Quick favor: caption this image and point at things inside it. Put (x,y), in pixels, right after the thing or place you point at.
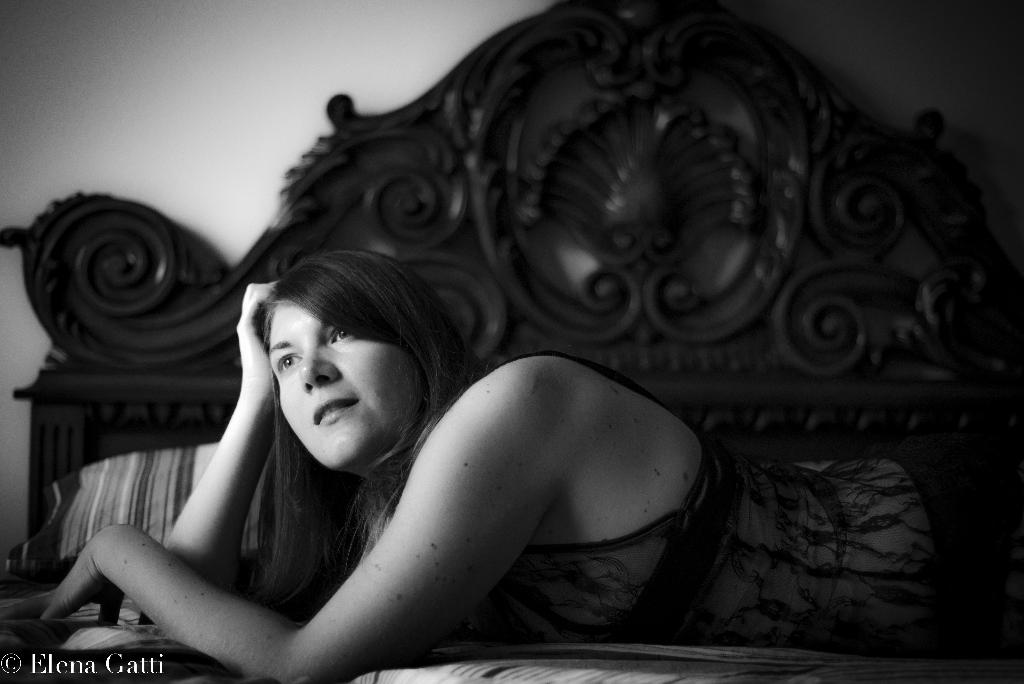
It looks like a black and white picture. We can see a woman (474,546) is lying on the bed (424,683) and on the bed (408,226) there is a pillow (98,478). Behind the bed (36,283) there is a wall (154,112) and on the image there is a watermark (91,663).
